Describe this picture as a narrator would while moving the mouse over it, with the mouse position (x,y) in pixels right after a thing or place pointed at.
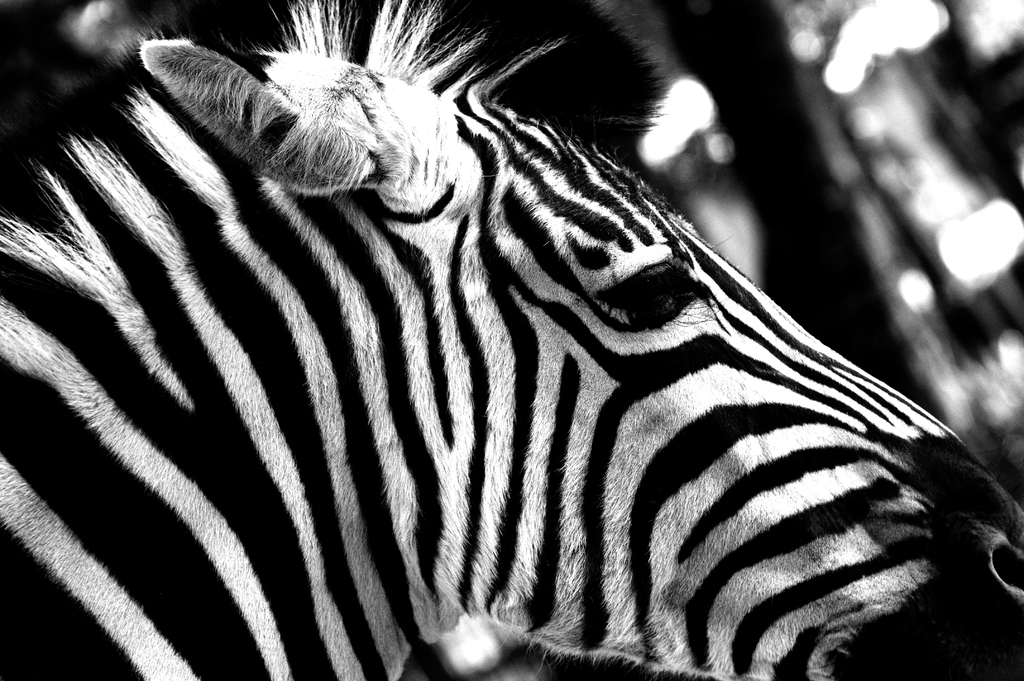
In the picture I can see a zebra (468,454). The background of the image (836,310) is blurred. This image is black and white in color.
